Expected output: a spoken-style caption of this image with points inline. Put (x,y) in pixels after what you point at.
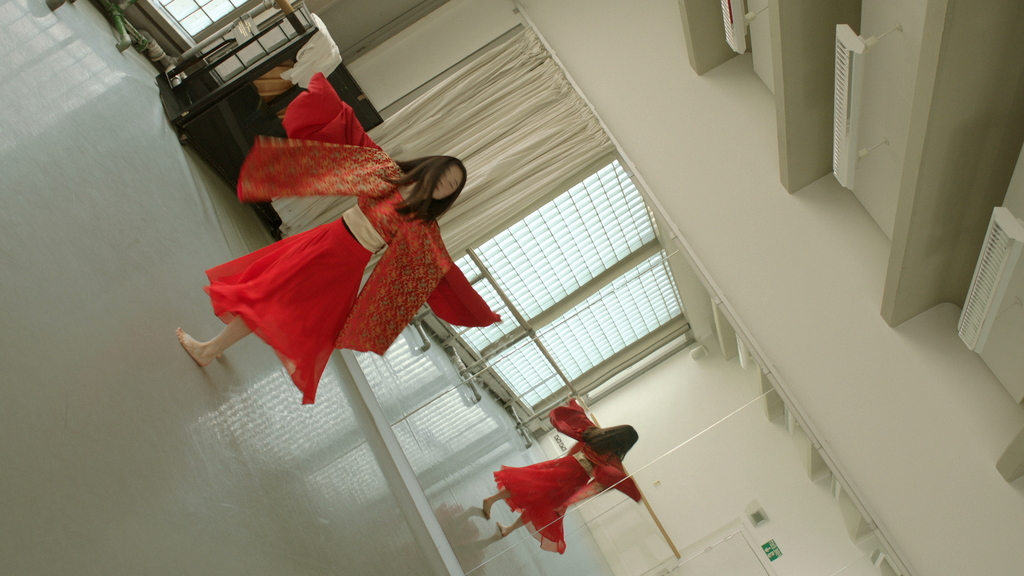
In the picture we can see a woman (304,280) dancing on the floor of a hall (862,365), she is in a red dress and behind her we can see the mirror (678,504) and beside it, we can see a curtain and in the mirror (459,528), we can see the reflection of a woman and a window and beside the mirror (722,555) we can see a small cupboard (271,33) and on it we can see some clothes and beside it we can see a part of the window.
